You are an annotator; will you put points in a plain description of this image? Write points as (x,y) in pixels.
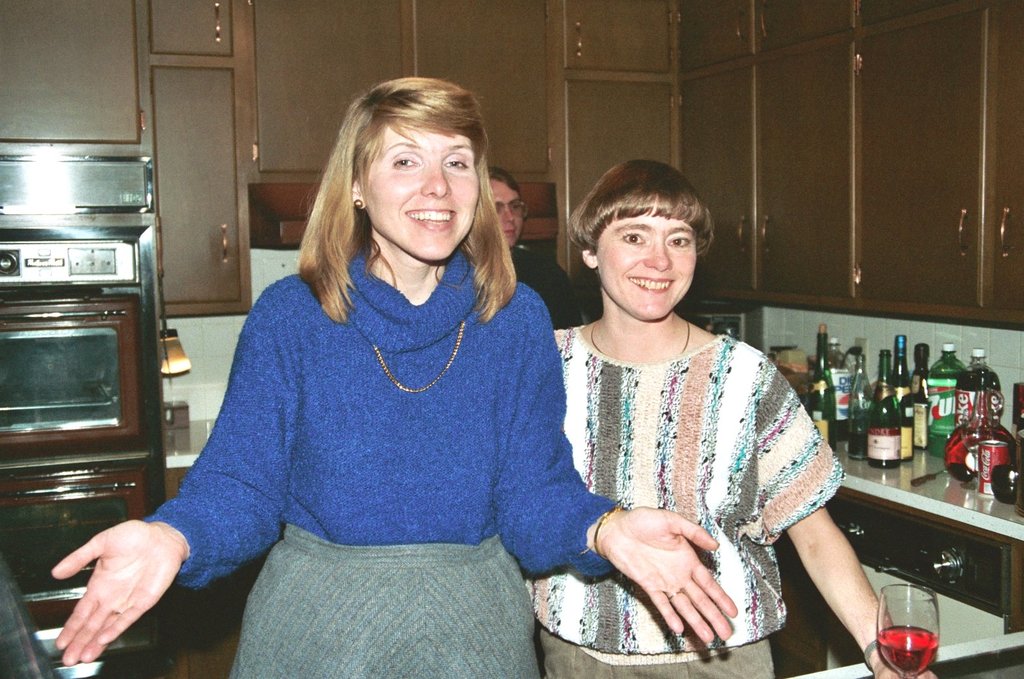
In this picture there is a woman (395,364) who is wearing blue sweater (397,480) and grey skirt (434,619). Beside her there is another woman (615,470) who is holding a wine glass (883,645). Beside them I can see the kitchen platform (1017,515). On the platform (992,527) I can see the wine bottles (878,412), coke bottles (964,396), water bottles (944,427), coke cans (987,479) and other objects (788,354). Behind them there is a man (549,274) who is standing near to the cupboards (704,116). On the left (66,246) I can see the oven (13,235).
